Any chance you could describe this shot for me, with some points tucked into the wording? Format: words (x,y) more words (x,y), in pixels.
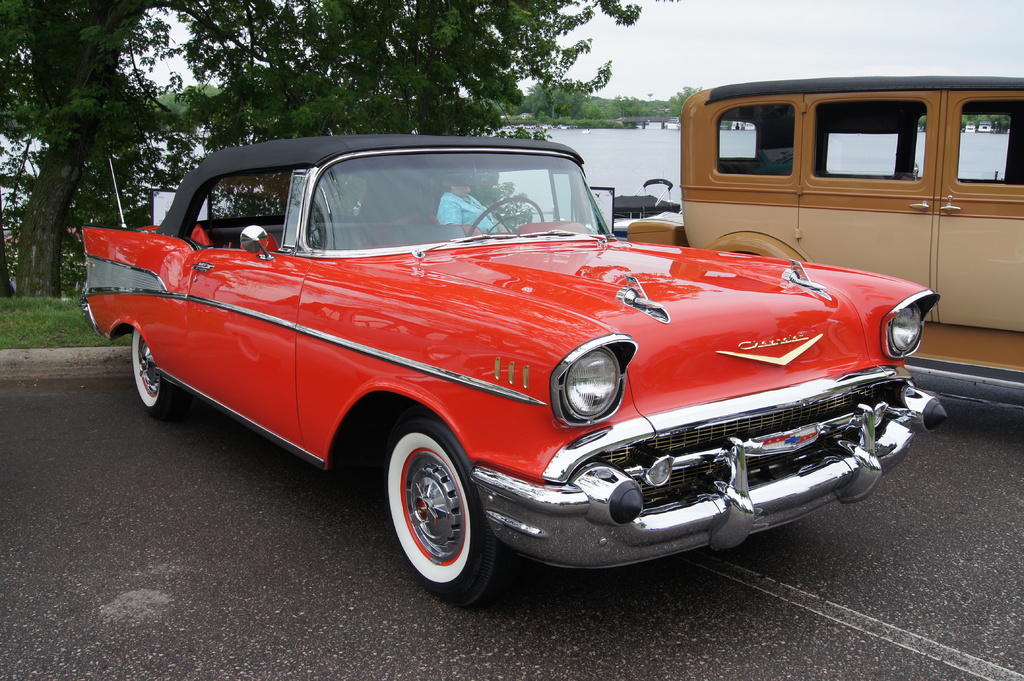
In this picture I can see the vehicles (715,345) on the road (379,462). I can see green grass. I can see trees (509,117). I can see the water (665,127).
